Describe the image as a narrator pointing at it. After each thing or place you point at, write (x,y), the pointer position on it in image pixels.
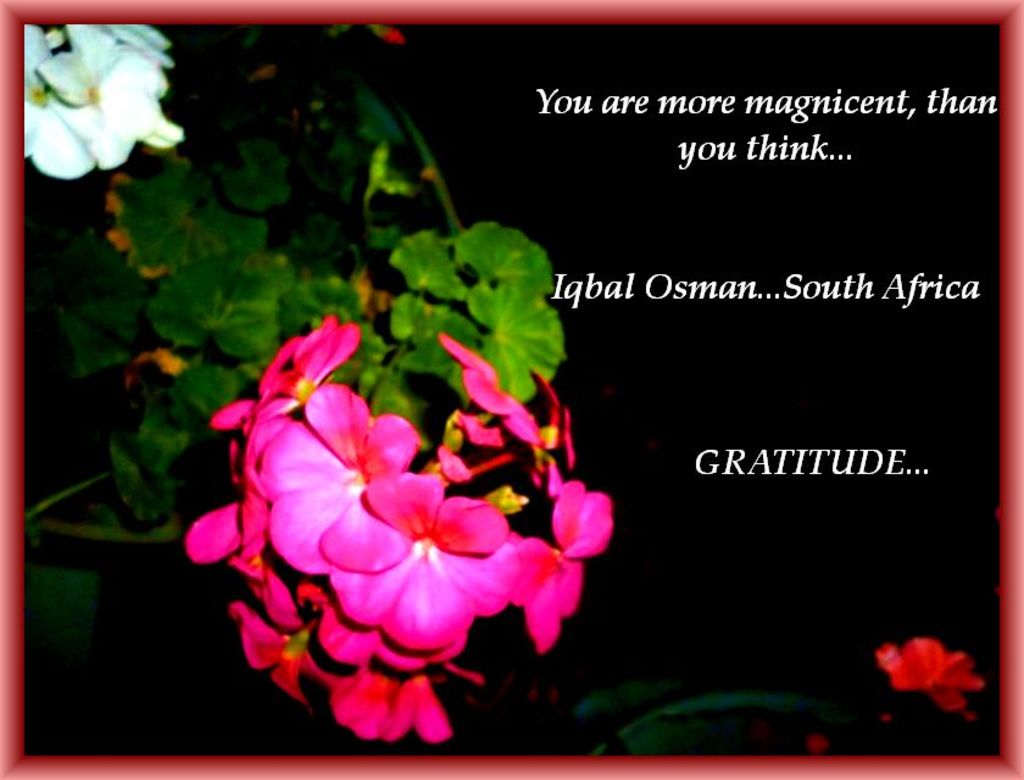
In this image we can see pink, red and white color flower (358,504) with stem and leaf (157,322). Right side of the image (810,291) some text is written.
